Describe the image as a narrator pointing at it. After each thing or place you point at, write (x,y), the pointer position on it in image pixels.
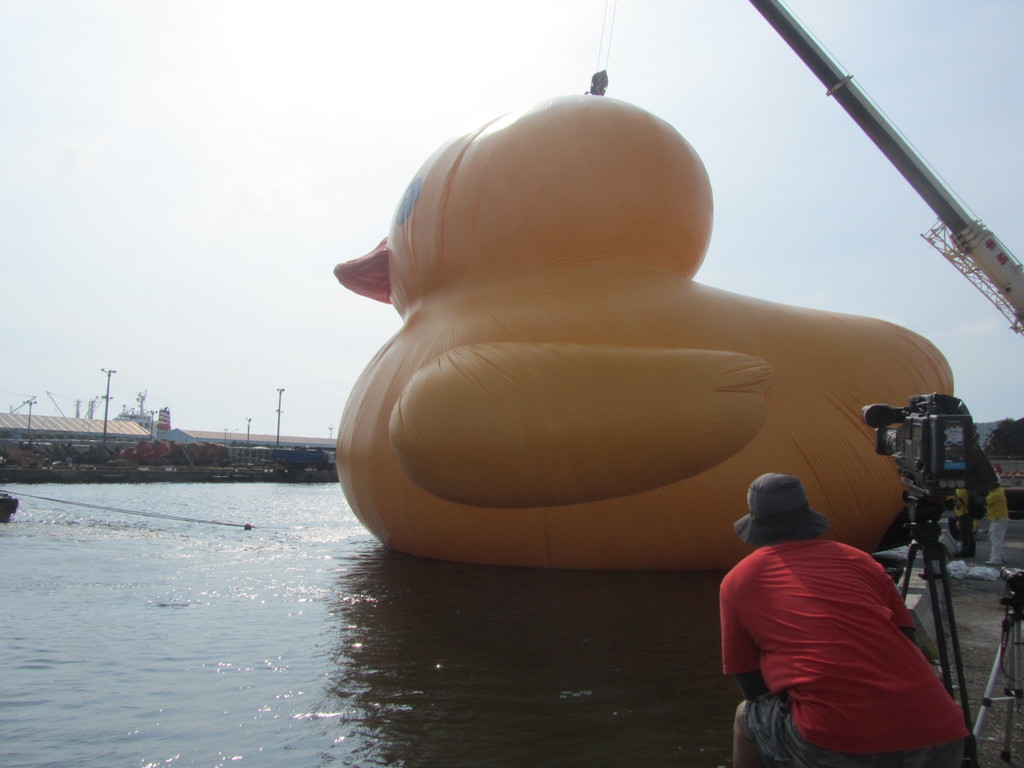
In the image there is a man (820,577) with a hat (801,532) on his head (776,533). Beside him there is a stand (926,507) with a video camera (928,452) and also there are few cameras (916,416). And there is a person (994,494) behind the stands (941,507). And there is an inflatable duck (520,538) on the water (244,543). And also there is a crane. In the background (79,435) there are poles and also there are buildings (26,437) with roofs (14,418). At the top of the image (211,196) there is sky (138,247).
